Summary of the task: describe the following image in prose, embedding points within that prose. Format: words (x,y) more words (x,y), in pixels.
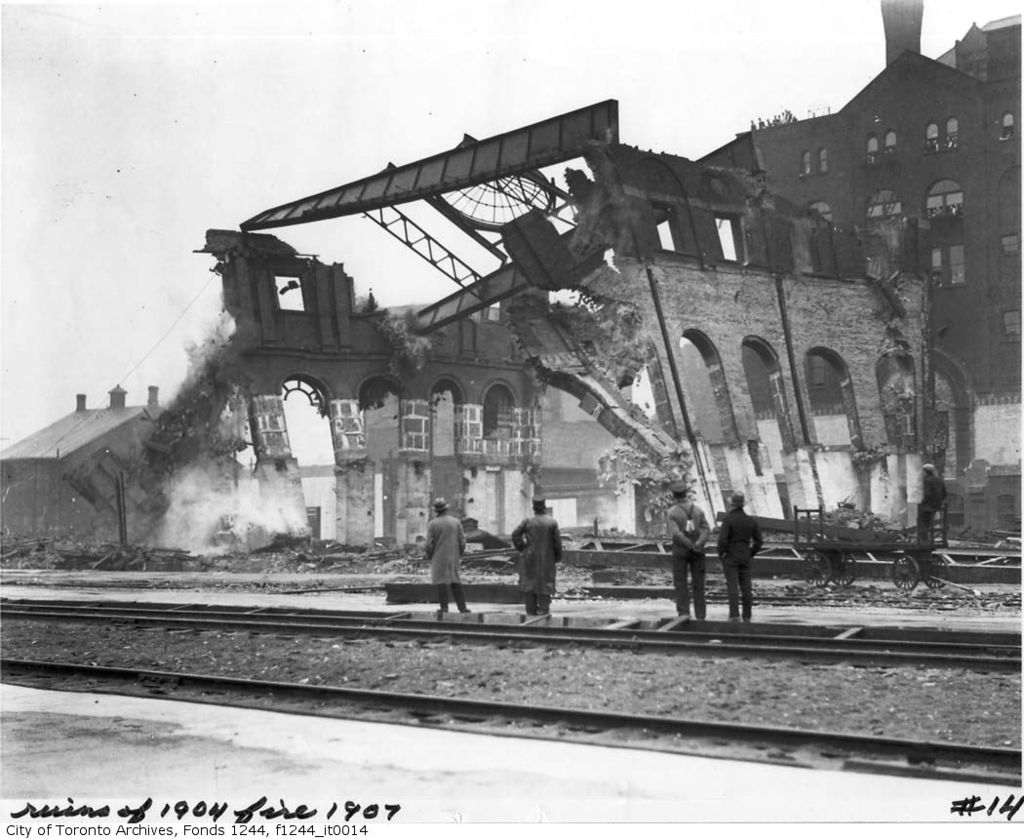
In this image we can see a destructed building (608,364) and a building (952,225) at the back (962,164) and a building (86,474) on the left side (76,443) and there are few people (535,583) standing on the platform (868,621), there is a railway track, a cart (860,553) and the sky (744,61) in the background (503,47).
